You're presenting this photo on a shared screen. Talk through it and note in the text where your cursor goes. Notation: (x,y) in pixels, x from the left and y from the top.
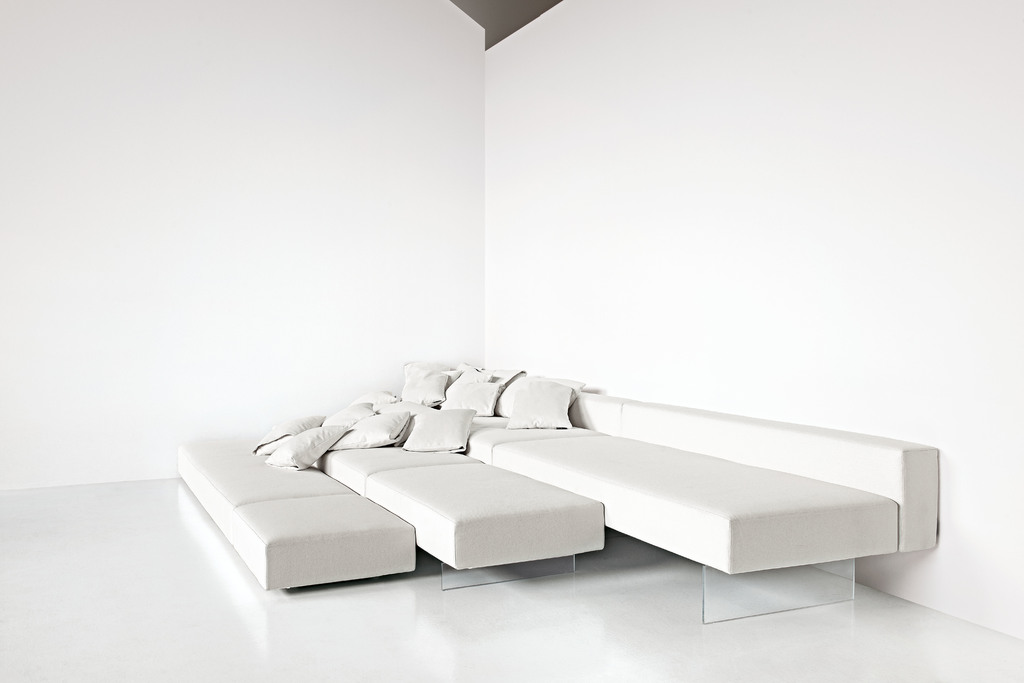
In this image I can see a sofa (585,427) and few cushions (286,427) on it.
